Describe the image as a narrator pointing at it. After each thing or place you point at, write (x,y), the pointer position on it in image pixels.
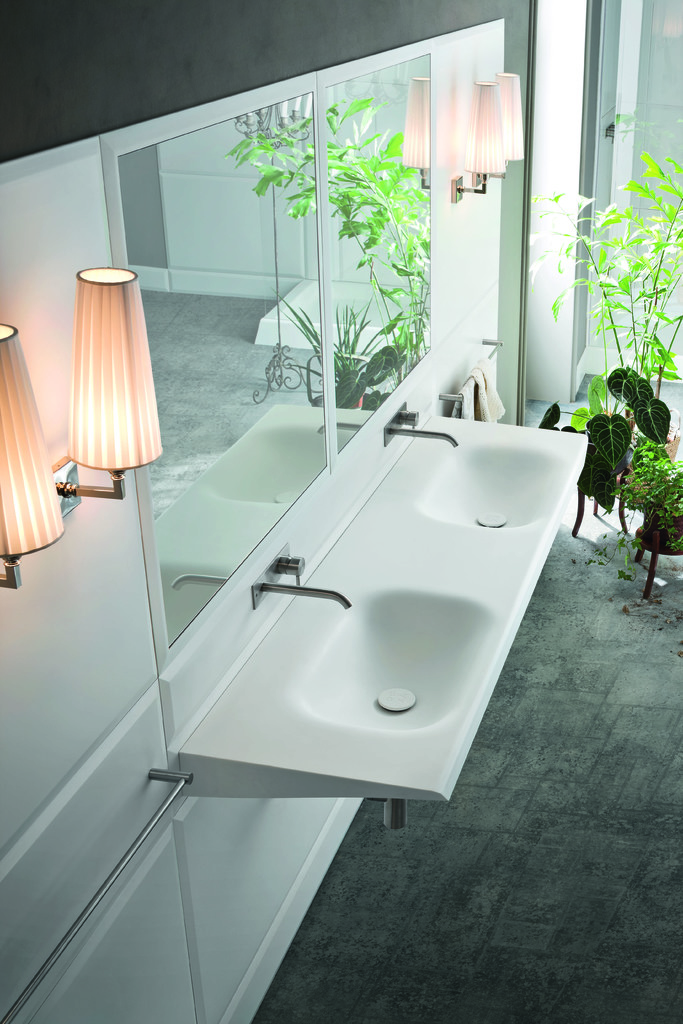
In this image we can see the sinks (425,677) with the taps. We can also see the mirrors (198,596) and lamps (94,496) on a wall (86,544), some plants (597,550) in the pots (646,534) and a towel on a holder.
